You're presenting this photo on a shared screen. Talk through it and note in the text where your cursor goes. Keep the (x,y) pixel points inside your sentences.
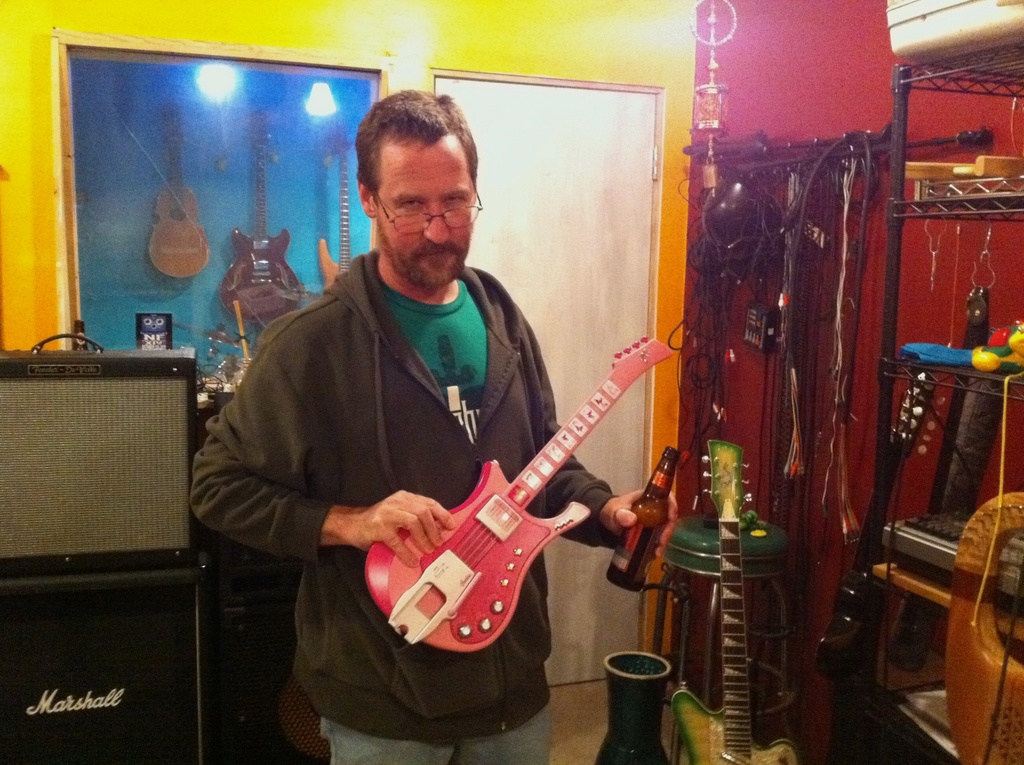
In the middle of the image (509,430) a man (509,430) is holding a guitar (615,372) and a bottle (659,475). Bottom right side of the image (1007,684) there are some musical instruments (995,526). Bottom left side of the image (149,616) there is a speaker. At the top of the image (373,58) there is a wall (541,57) and door (548,174).
